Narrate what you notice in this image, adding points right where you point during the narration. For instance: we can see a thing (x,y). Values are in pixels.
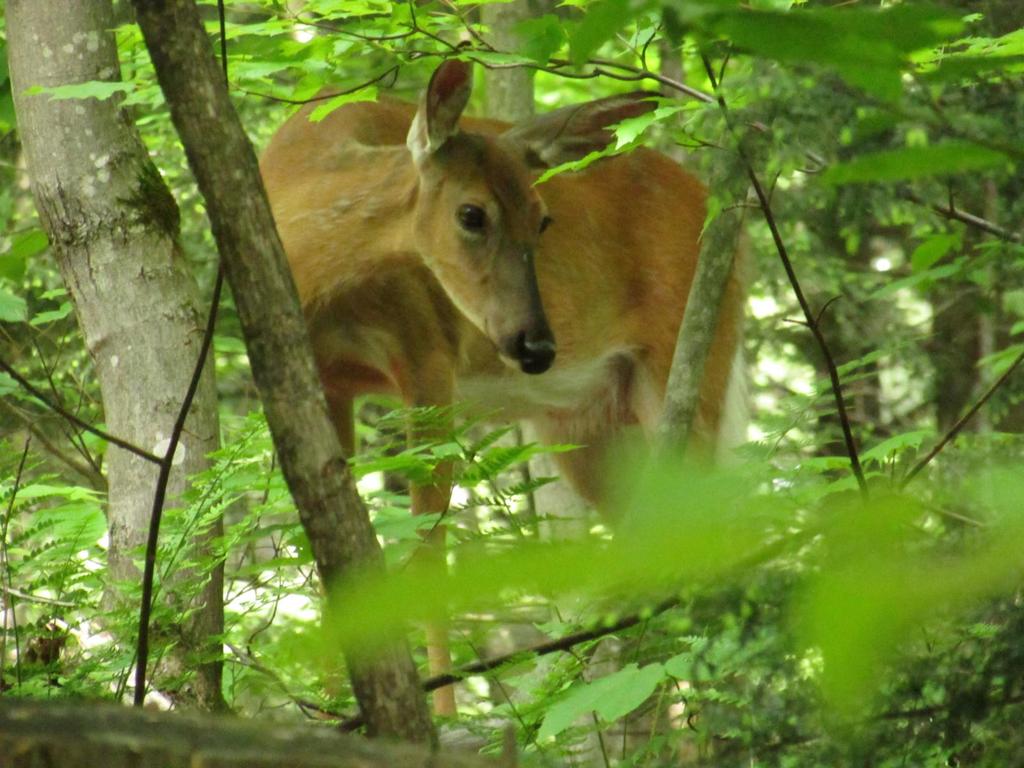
In this picture there is a brown color deer (542,229) in the middle of the forest (203,105). Behind there are many green trees (818,220) and plants (413,618).
